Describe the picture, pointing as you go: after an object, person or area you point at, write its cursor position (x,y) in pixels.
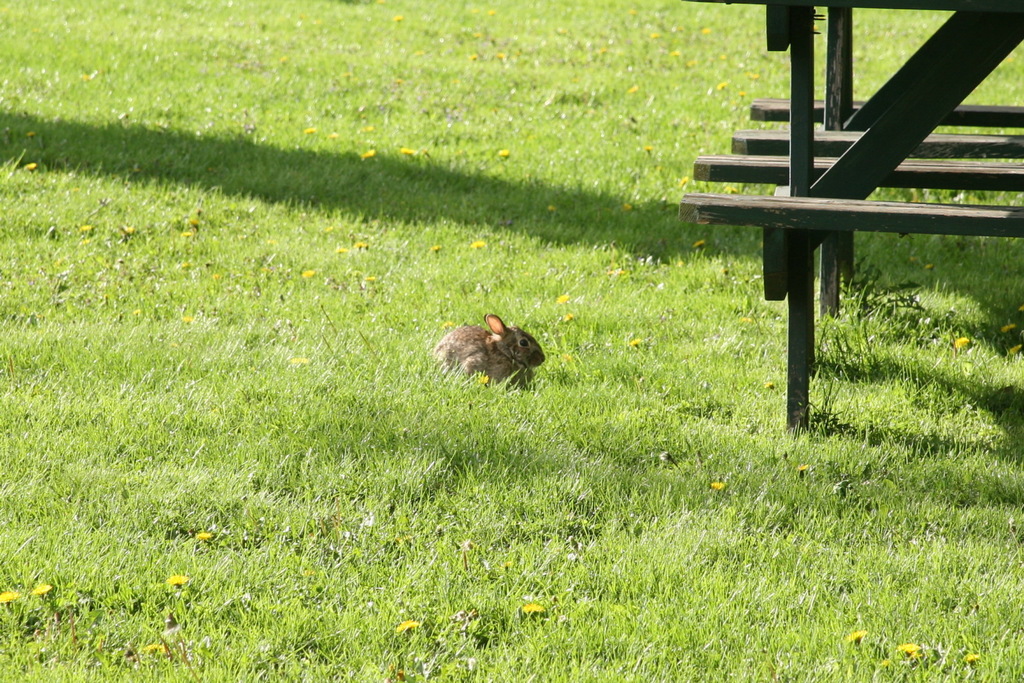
In this image, we can see animal (494,359) and grass (521,427), flowers (183,581). On right side (795,210), we can see wooden rods (842,176).
